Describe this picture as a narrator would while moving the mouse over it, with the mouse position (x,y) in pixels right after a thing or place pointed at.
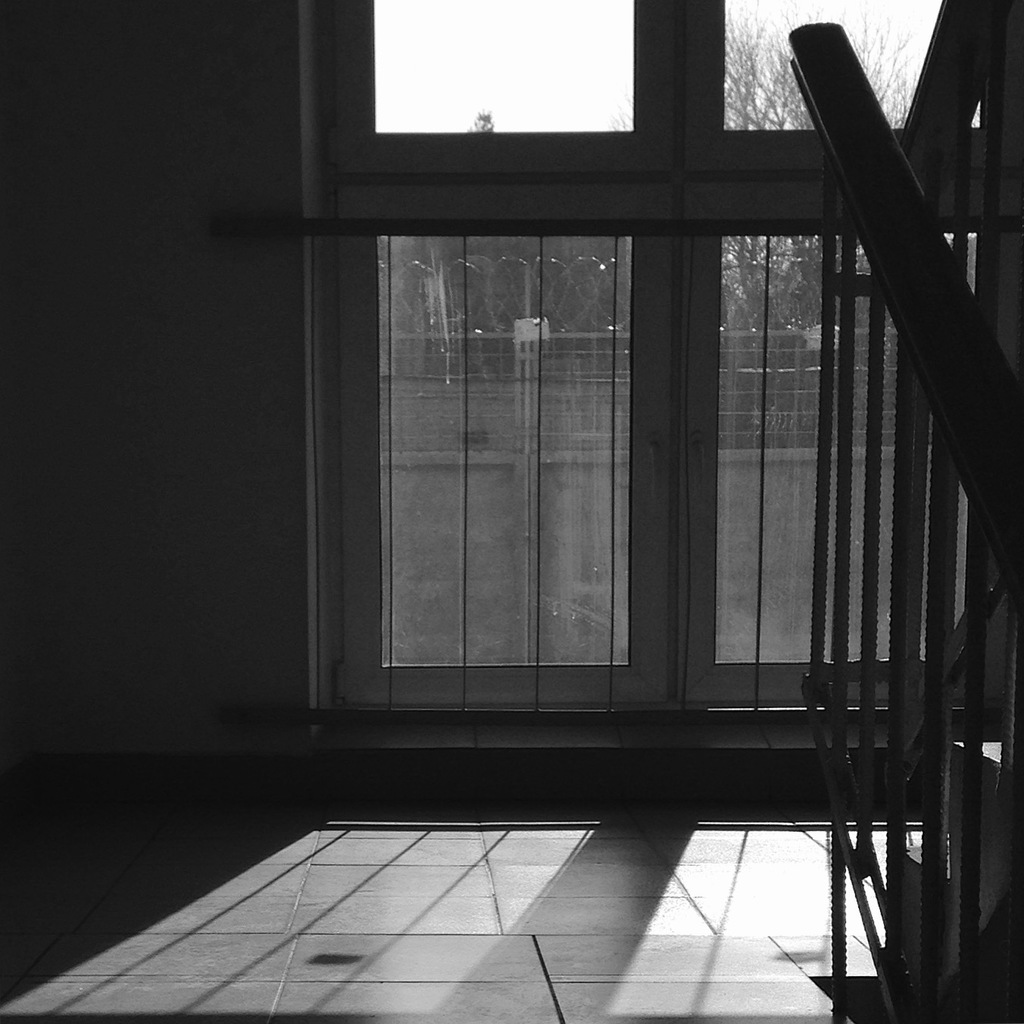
In the center of the image (563,376) there is a door (579,202). On the right side of the image (931,986) we can see stairs (939,698). In the background (446,67) there is a fencing (617,409), building (744,396), tree (751,87) and sky (537,73).
